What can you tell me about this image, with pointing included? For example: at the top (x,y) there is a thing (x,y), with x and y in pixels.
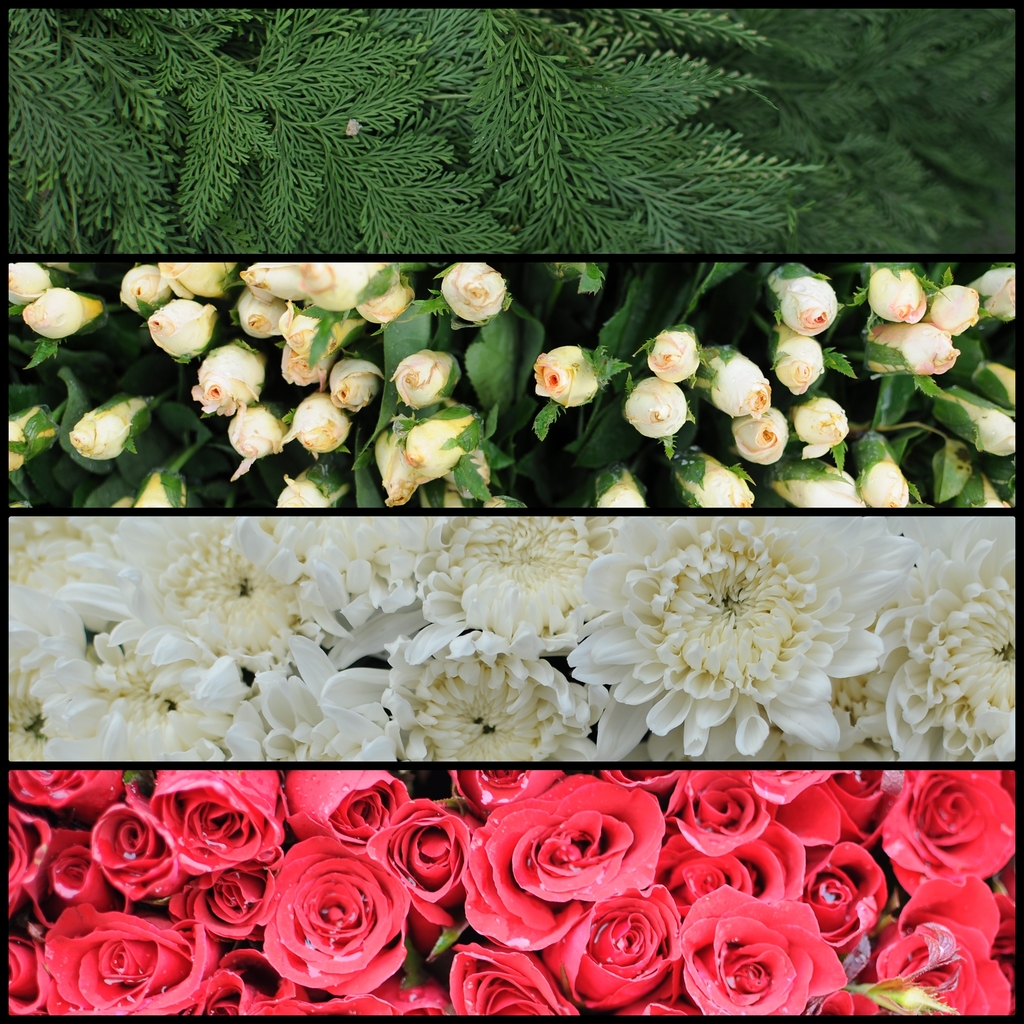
It is the collage picture. Here we can see red roses (481,920), white flowers (627,704), white roses (988,420). Top of the image (310,219), we can see leaves (661,159) with stem (786,177).
